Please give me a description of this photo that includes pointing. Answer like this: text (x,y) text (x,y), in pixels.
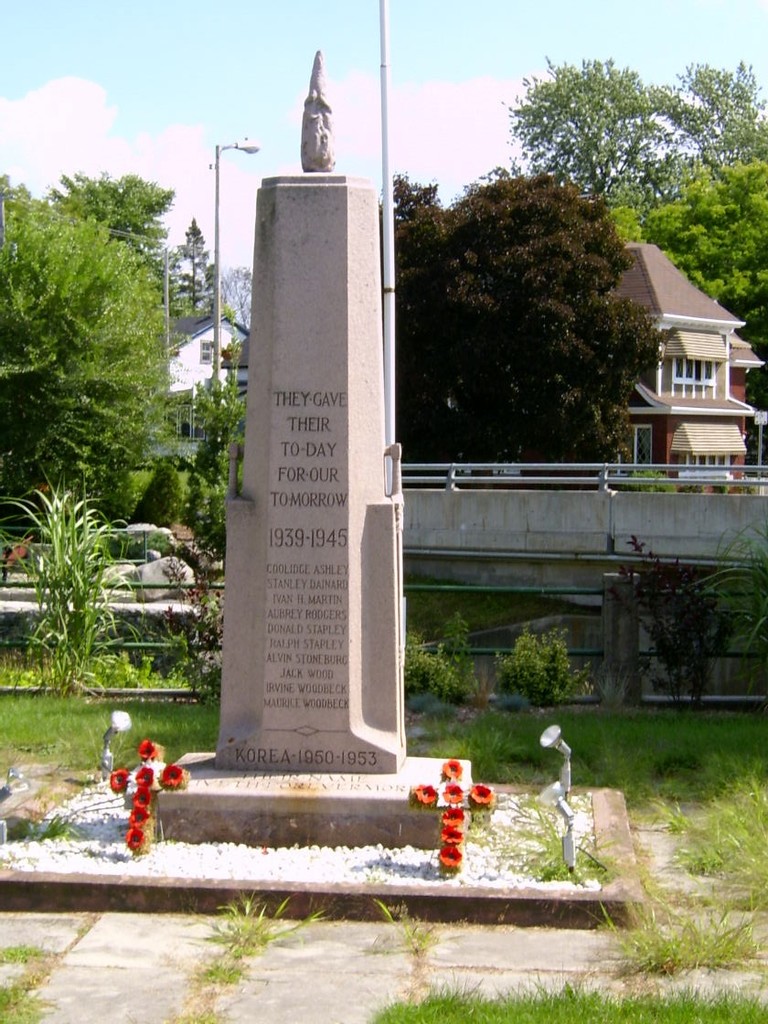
In this picture we can see a memorial (398,577), grass (83,701), flowers (140,781), fence (44,642), trees (152,323), buildings (724,362) with windows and in the background (359,55) we can see the sky (419,53) with clouds (402,136).
